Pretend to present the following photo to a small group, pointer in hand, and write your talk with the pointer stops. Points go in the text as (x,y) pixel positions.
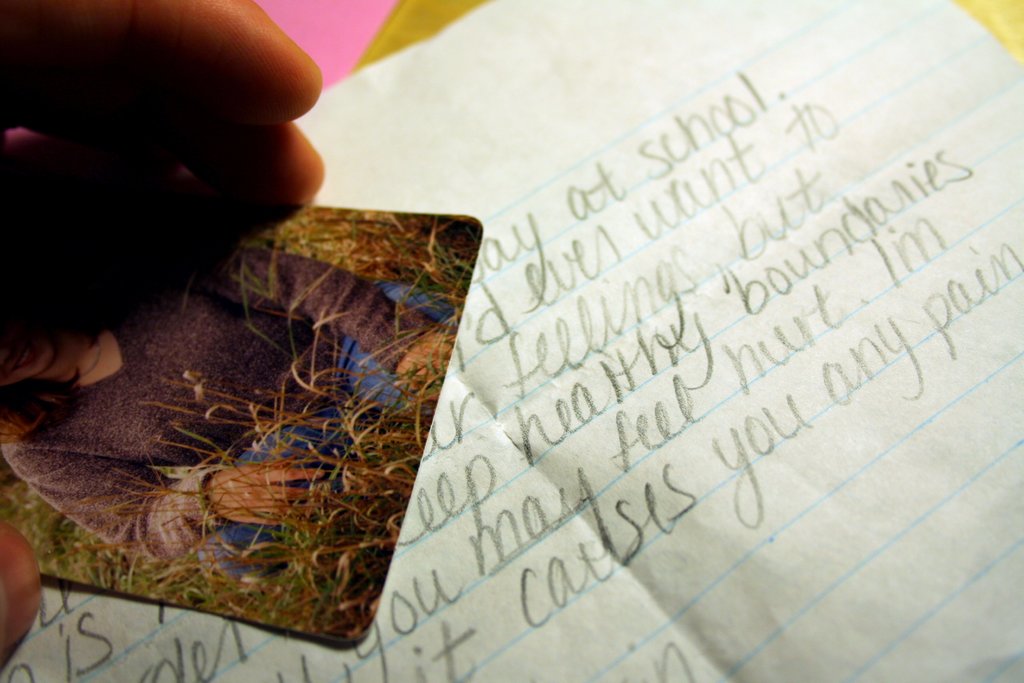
In this picture there is a person (174,116) holding the photo (464,244). On the photo (181,455) there is a picture (238,542) of a woman (261,310) and there are plants (246,599). At the bottom (580,462) there is a paper (781,333) and there is text (676,500) on the paper (573,512).
